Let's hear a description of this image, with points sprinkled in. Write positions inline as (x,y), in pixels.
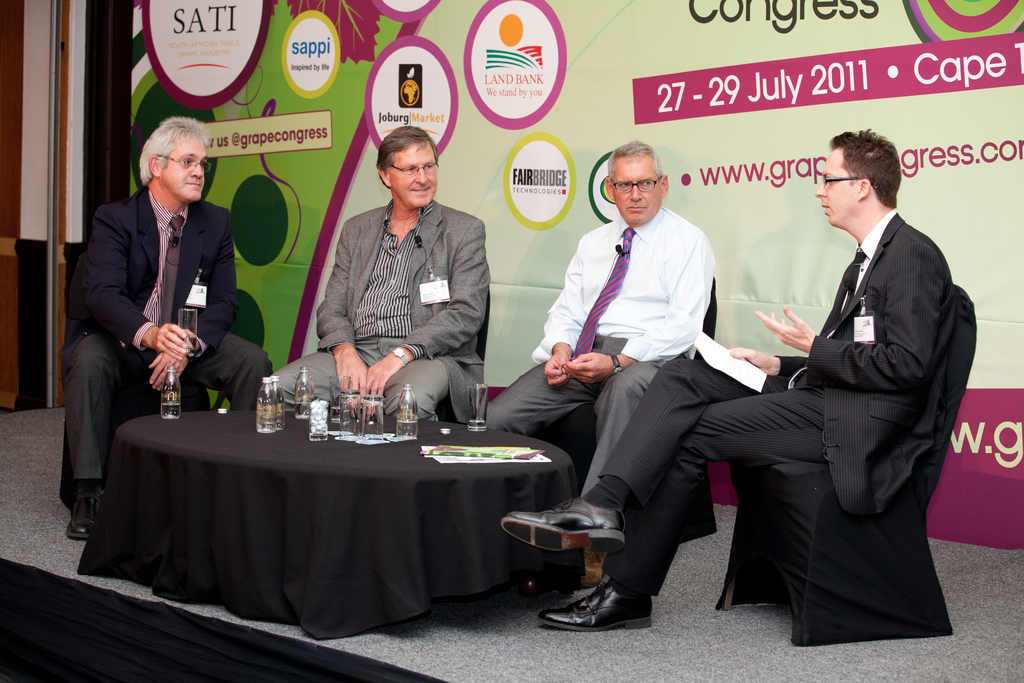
This picture shows four people (945,303) seated on the chairs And speaking with each other.
